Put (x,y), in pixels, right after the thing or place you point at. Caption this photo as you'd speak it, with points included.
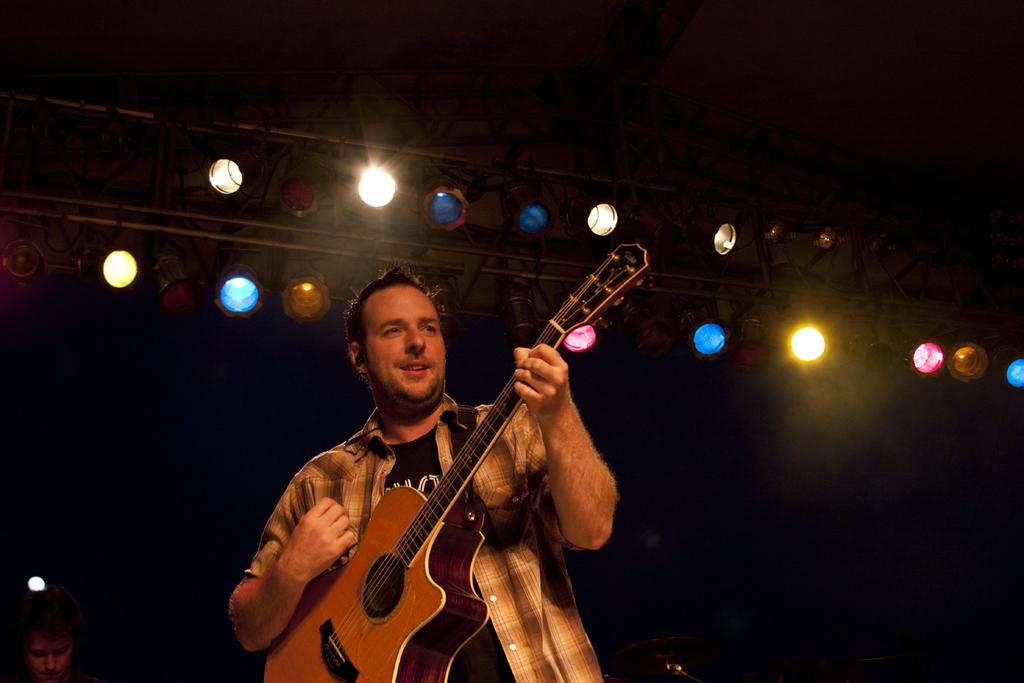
In the middle (410,391) there is a man (436,467) he wear check shirt (525,595), he is playing guitar (435,534), he is staring at something. On the left (42,643) there is a man (56,629). In the background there are many lights (712,252). I think this is a stage performance.
